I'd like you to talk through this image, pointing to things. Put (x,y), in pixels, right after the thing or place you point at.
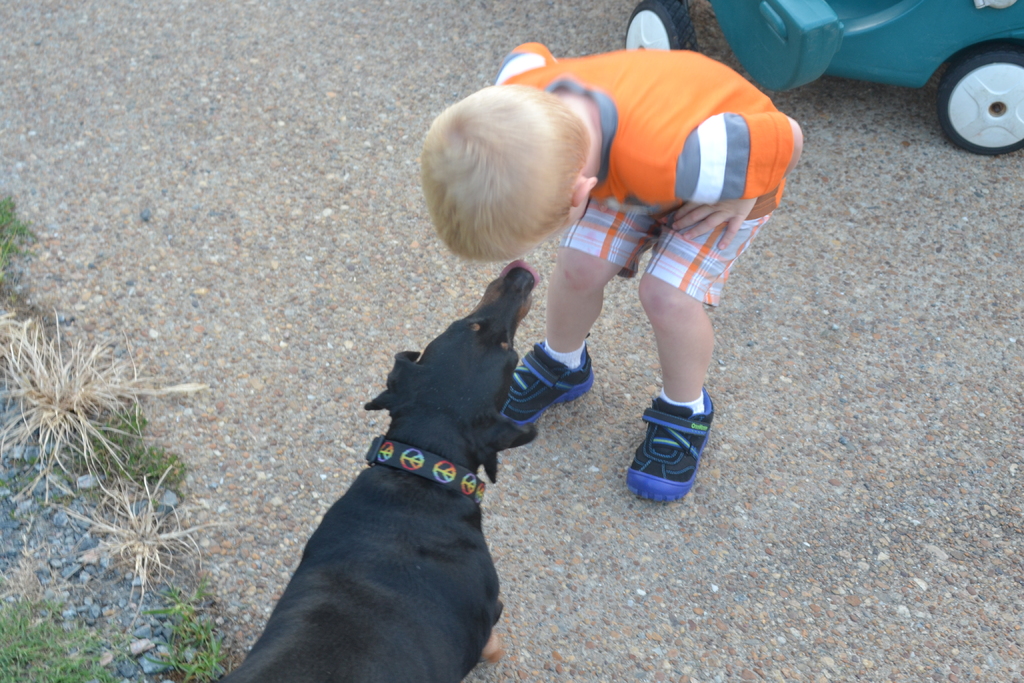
A boy (585,302) is playing with a dog (472,350) he is wearing shoes (668,431), short (689,259) on the left side of an image (140,423) there is a shrub (105,418).
